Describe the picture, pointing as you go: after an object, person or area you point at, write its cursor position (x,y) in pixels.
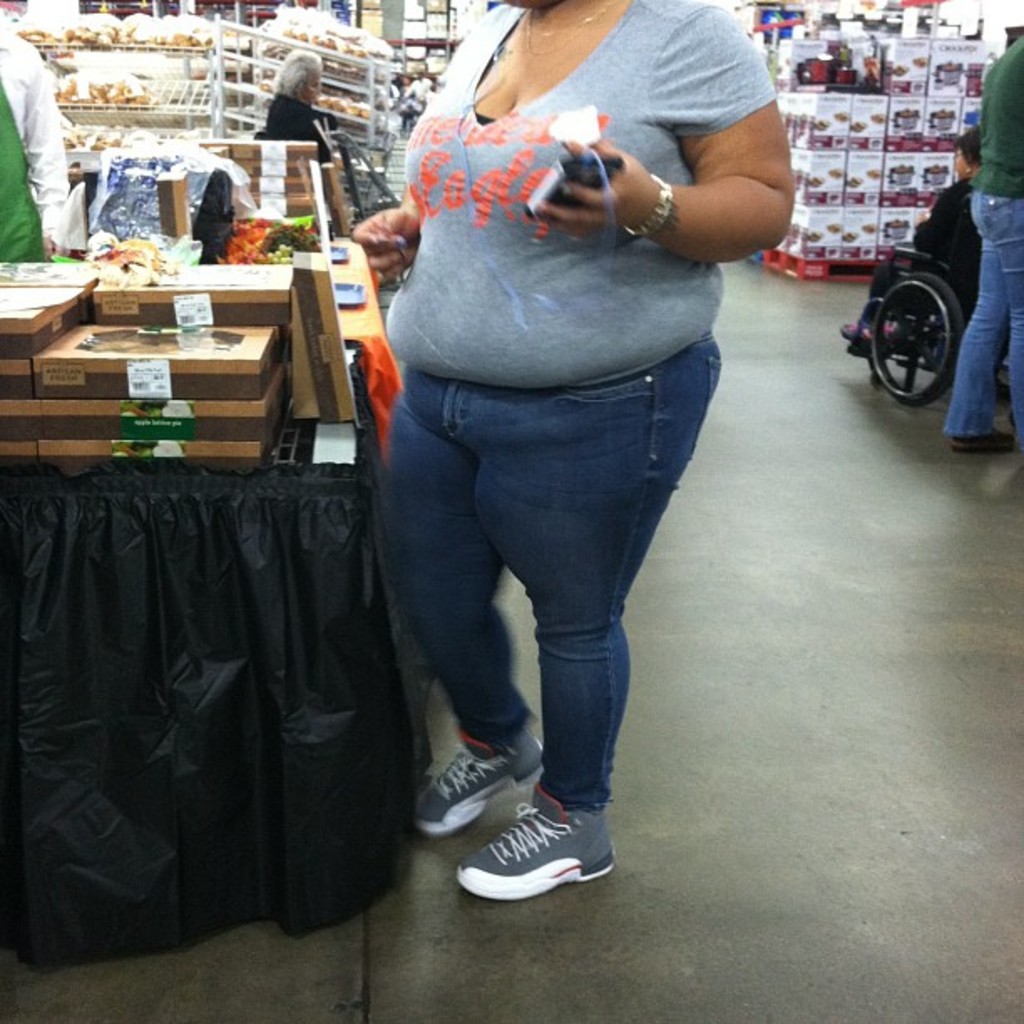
In this image in the center (550,618) there is one person (598,59) standing, and she is holding something in her hands (576,211). And beside her there is one table (213,497), on the table (282,517) there are some boxes (244,428) and some objects (296,237). In the background (140,41) there are some boxes (807,138) and some other objects (203,138), and also there are some people (974,331). On the right side of the image (931,264) there is one person (947,258) who is sitting on wheelchair (884,371), and at the bottom (582,902) there is floor (805,556).
